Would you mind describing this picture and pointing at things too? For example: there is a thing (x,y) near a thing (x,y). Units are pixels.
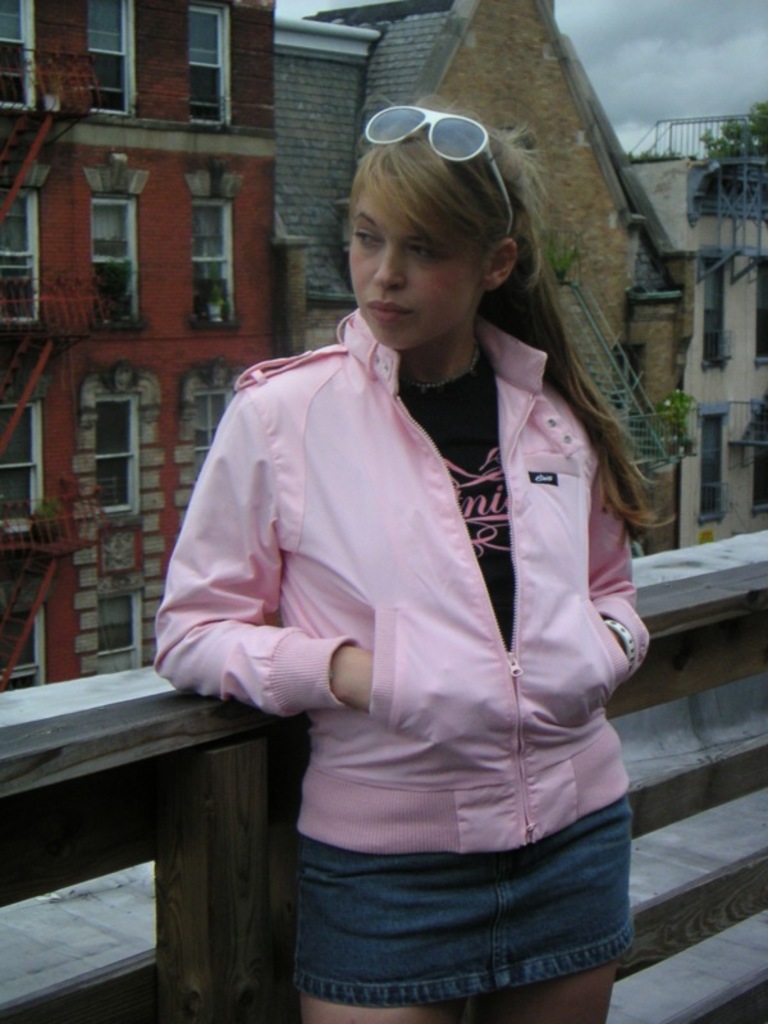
In this image I can see a woman (410,752) standing near the rail (216,734). In the background (330,235), I can see the buildings (609,283) and clouds (652,76) in the sky (669,83).
